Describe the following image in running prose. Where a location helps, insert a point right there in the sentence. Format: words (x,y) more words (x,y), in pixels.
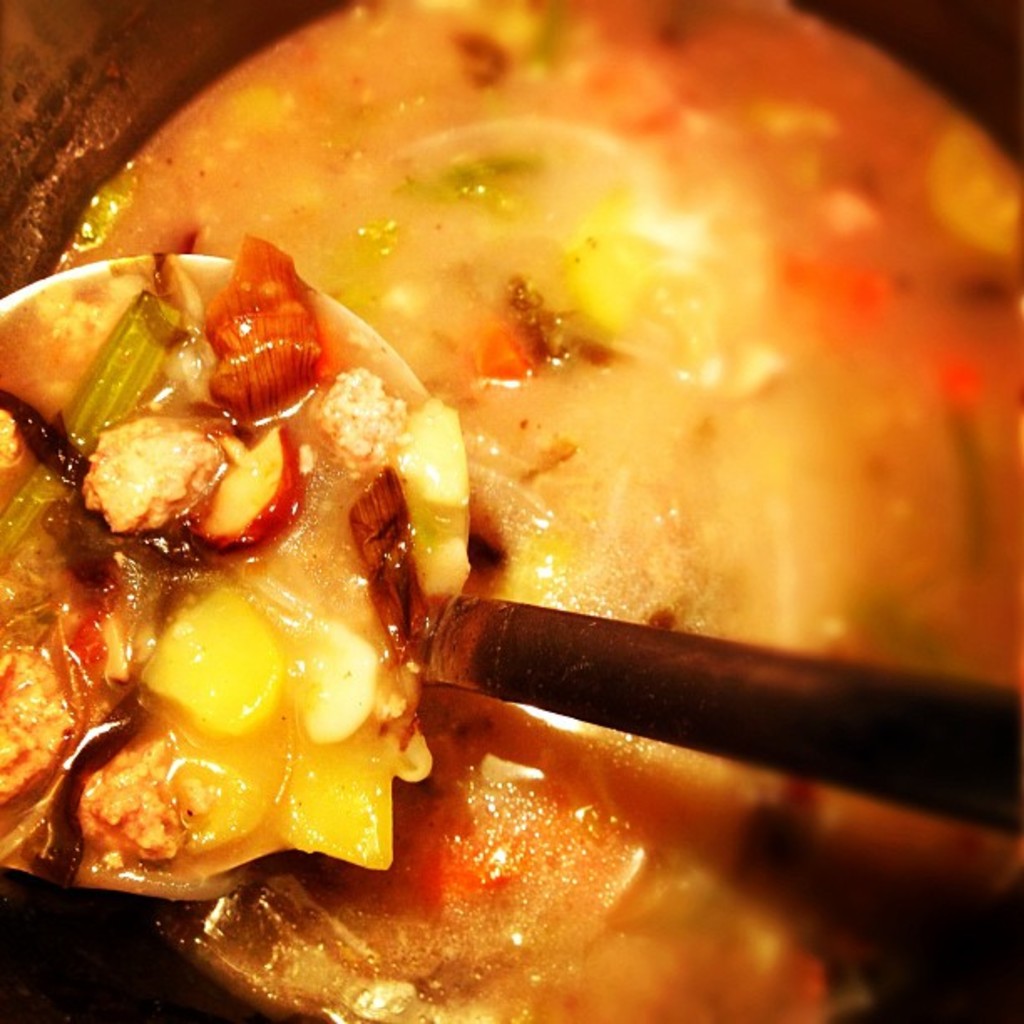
In this picture we can see the close view of the food (389,617). In the front (574,695) there is a curry (390,635) in the vessel (8,32) and a black color spoon (718,735).
